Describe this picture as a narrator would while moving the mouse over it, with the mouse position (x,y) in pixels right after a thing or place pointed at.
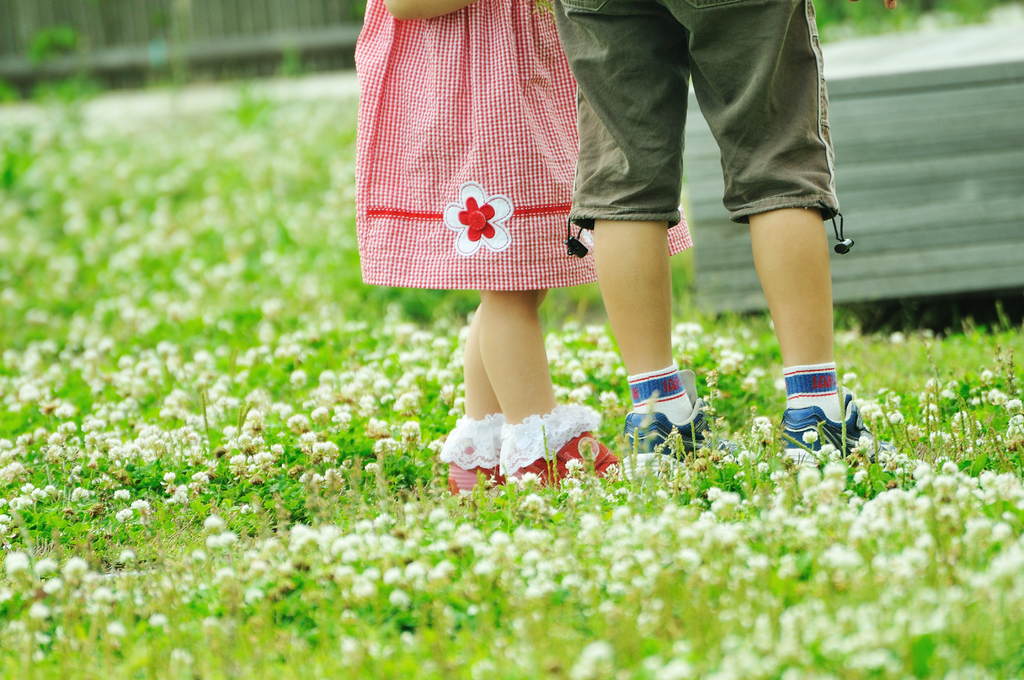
In this picture there are two persons (727,148) standing on a greenery ground (672,471) and there is a fence wall (186,54) in the background (192,25).
